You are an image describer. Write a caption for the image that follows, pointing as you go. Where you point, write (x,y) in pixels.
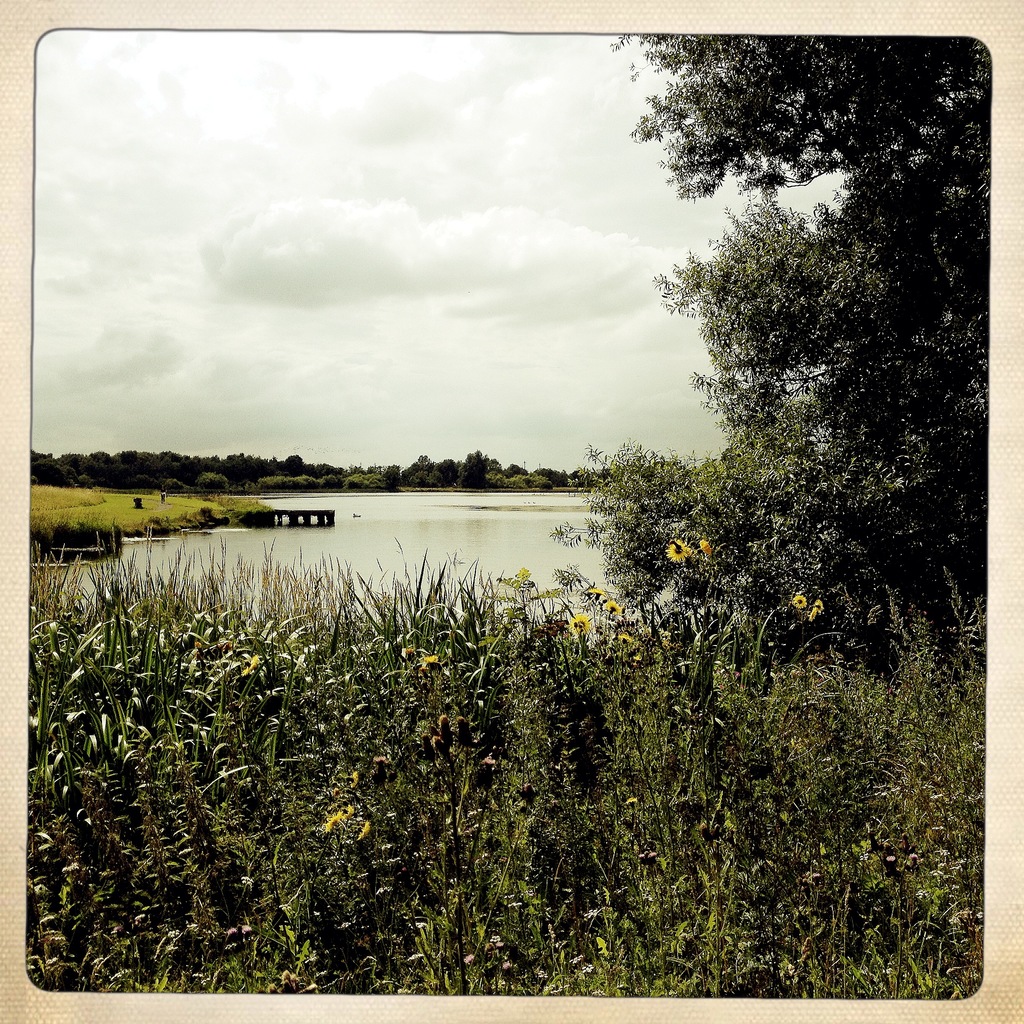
In this picture we can see some plants (491,686) and flowers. There is a tree (963,369) on the right side (934,143). We can see a wooden object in water (297,553). Few trees (67,467) are visible in the background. Sky (441,450) is cloudy.
